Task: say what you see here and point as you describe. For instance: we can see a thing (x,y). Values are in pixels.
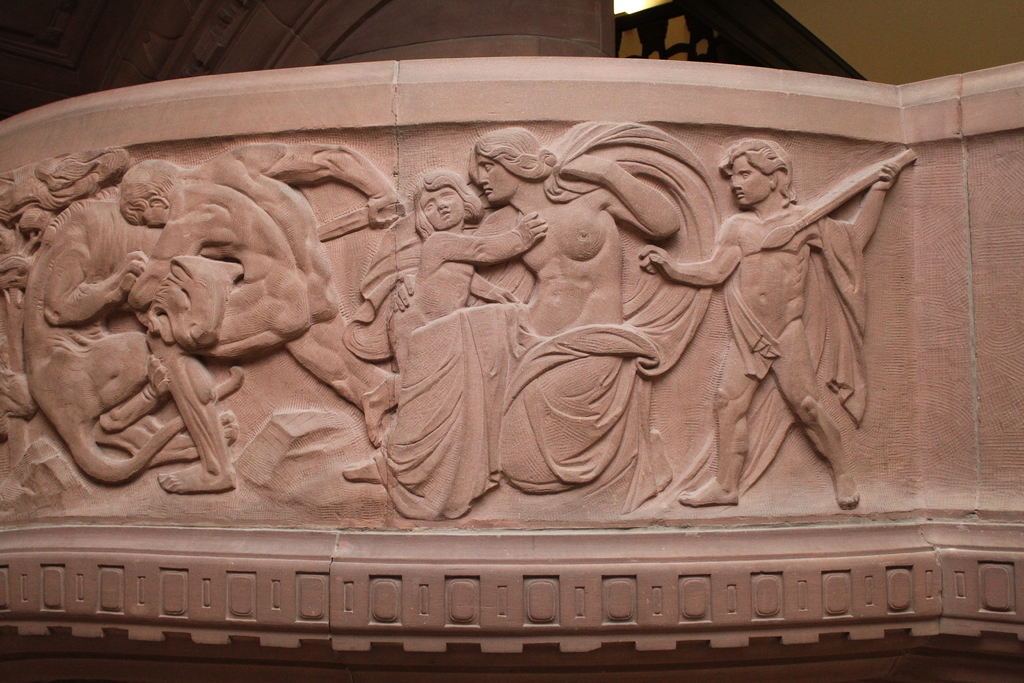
In this image we can see sculptures (286,322) carved on the wall (485,544).
